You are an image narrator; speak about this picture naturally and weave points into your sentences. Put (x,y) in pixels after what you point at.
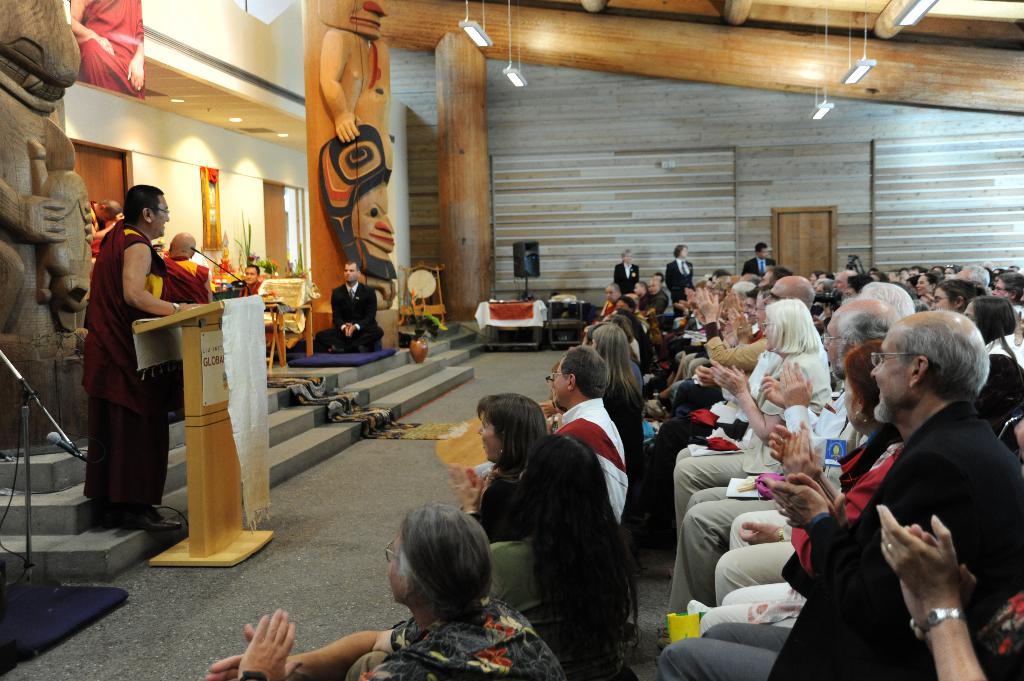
In this image I can see it looks like an auditorium (462,261), on the right side (782,559) a group of people (762,532) are sitting and looking at the left side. On the left side (123,439) a man (160,440) is standing near the podium (219,469), at the top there are lights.
